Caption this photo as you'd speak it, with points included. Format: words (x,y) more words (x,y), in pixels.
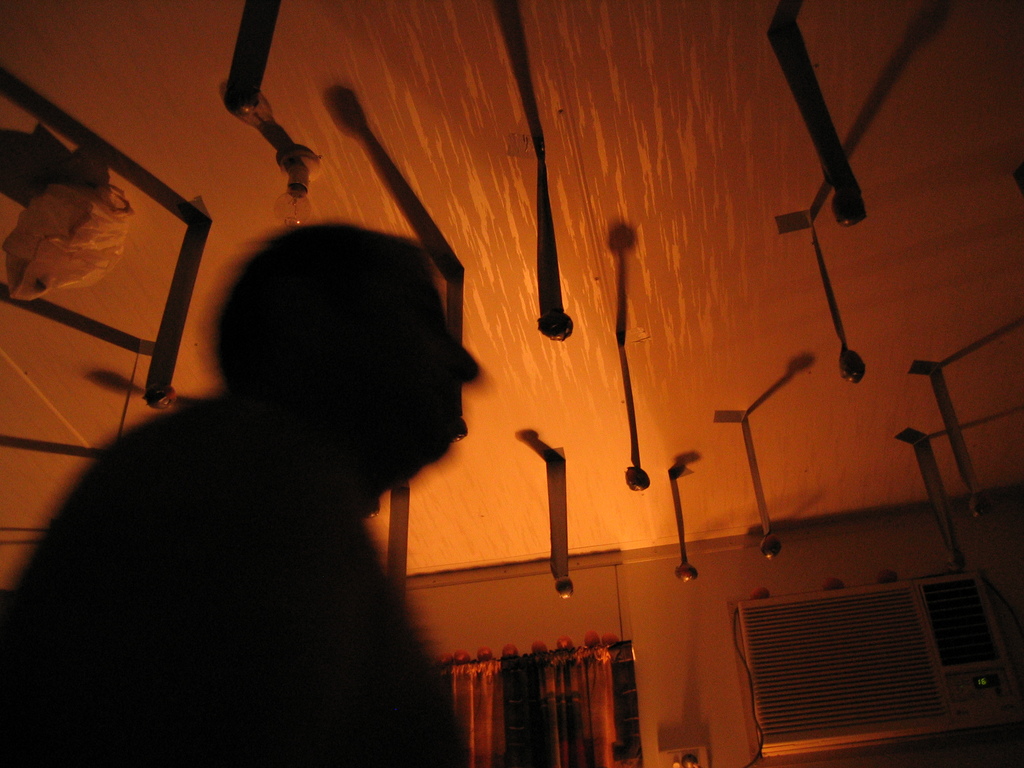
In this image in the foreground (223,492) there is one persons shadow (304,405) is visible, and in the background (569,574) there is a wall (655,641), poles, air conditioner (832,631). And at the top (589,167) there is ceiling (216,140) and some objects (759,473), and on the left side (112,208) also there are some objects (121,197).
